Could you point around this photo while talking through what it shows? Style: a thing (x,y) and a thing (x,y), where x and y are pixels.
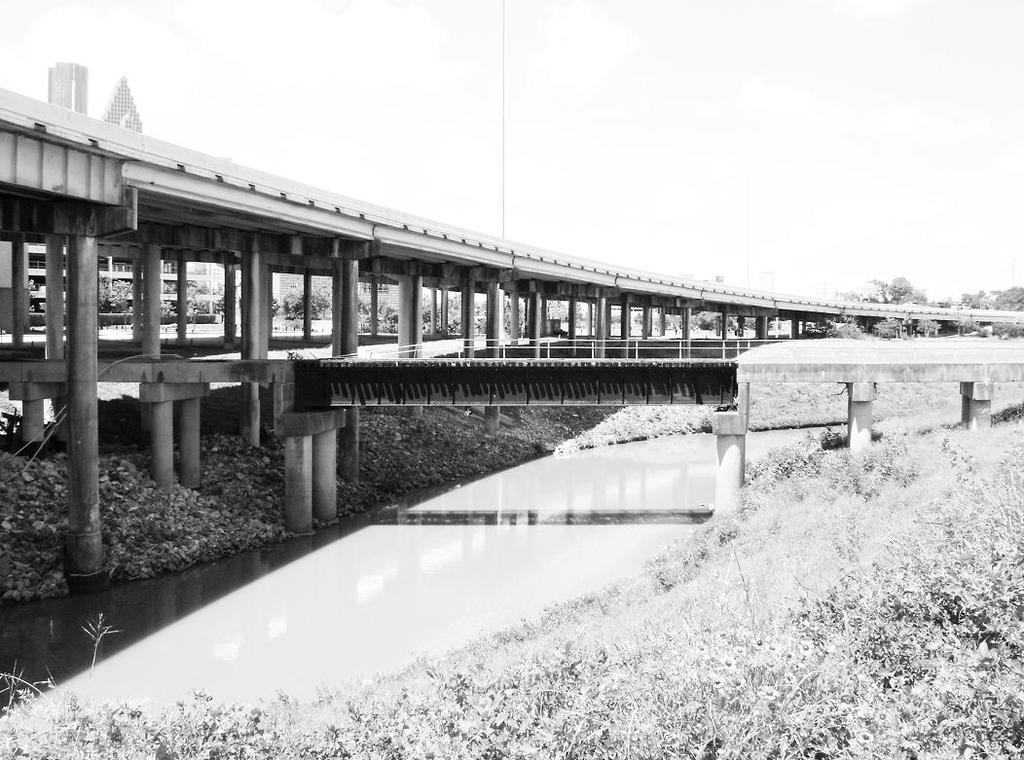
This image consists of a bridge (549,375). At the bottom (196,593), there is water (134,591). On the right (813,648), we can see small plants (723,652). At the top (658,95), there is sky (644,63). In the background (363,316), we can see a building (29,294) and trees (105,309).
